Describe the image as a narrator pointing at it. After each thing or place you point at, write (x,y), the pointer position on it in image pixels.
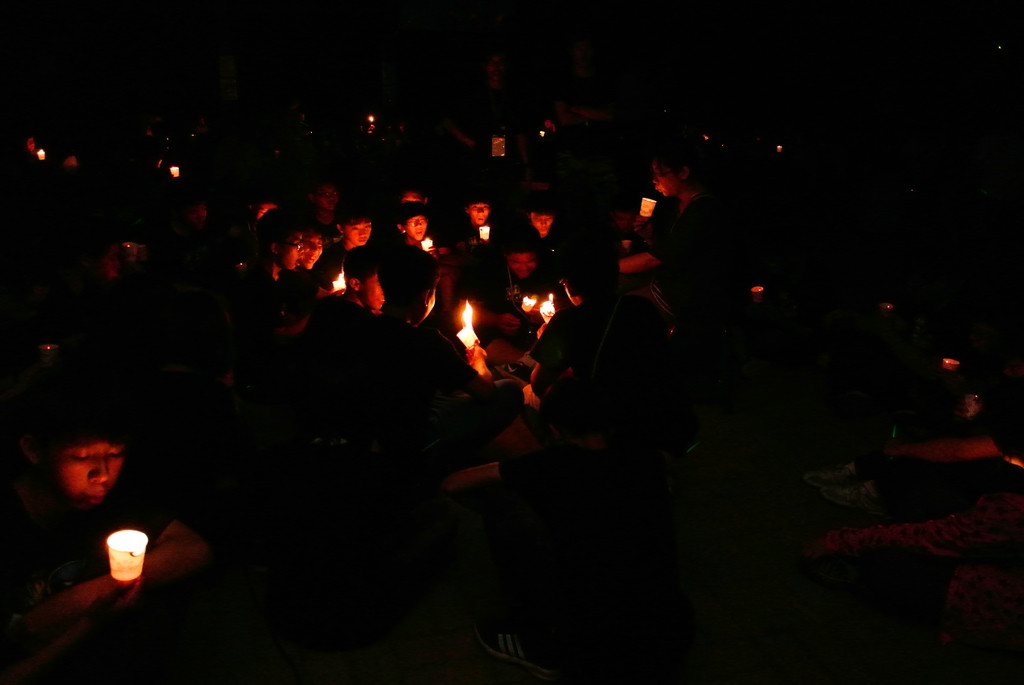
In this image we can see a dark picture of a few people (456,279) sitting and holding candles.
